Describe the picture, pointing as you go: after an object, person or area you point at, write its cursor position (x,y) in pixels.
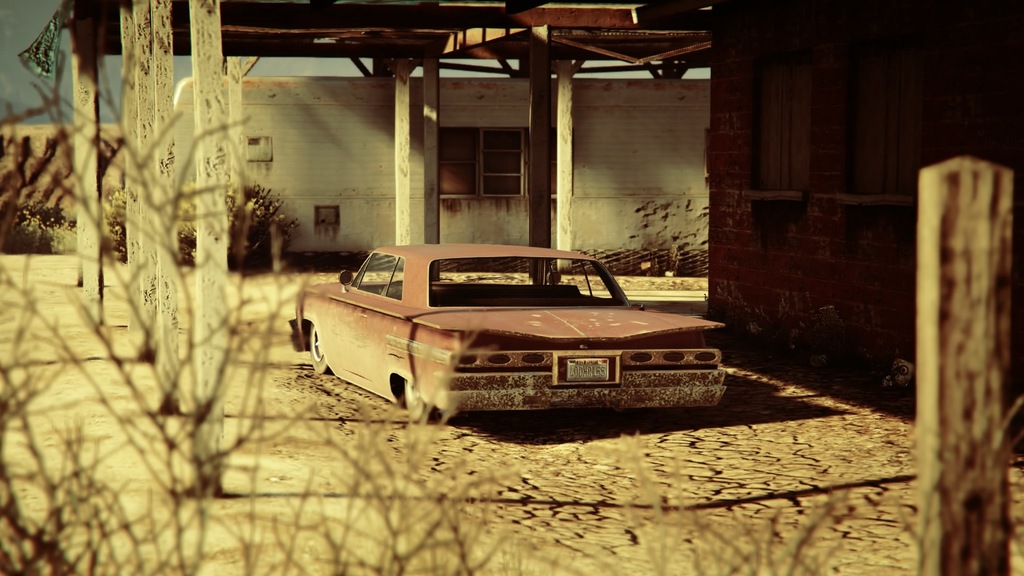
In this image we can see a car (402,287) under a wooden roof (340,51). We can also see some wooden poles (217,378), plants (255,241), wall (256,181), branches (168,455) of a tree (173,439) and the sky (45,115).
